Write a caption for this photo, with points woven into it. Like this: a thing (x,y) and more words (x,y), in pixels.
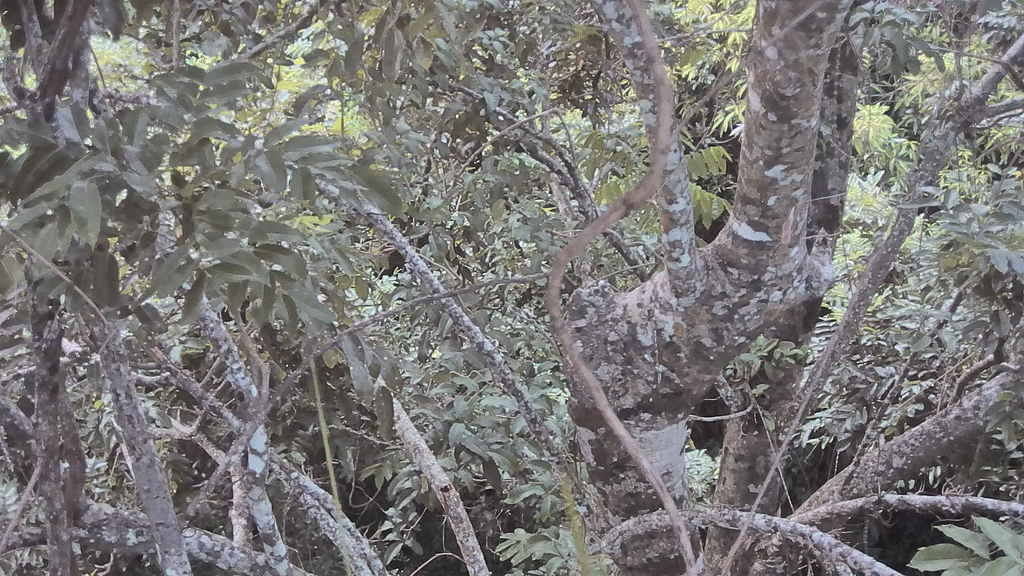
In this image I can see many trees (618,411) which are in green color.
